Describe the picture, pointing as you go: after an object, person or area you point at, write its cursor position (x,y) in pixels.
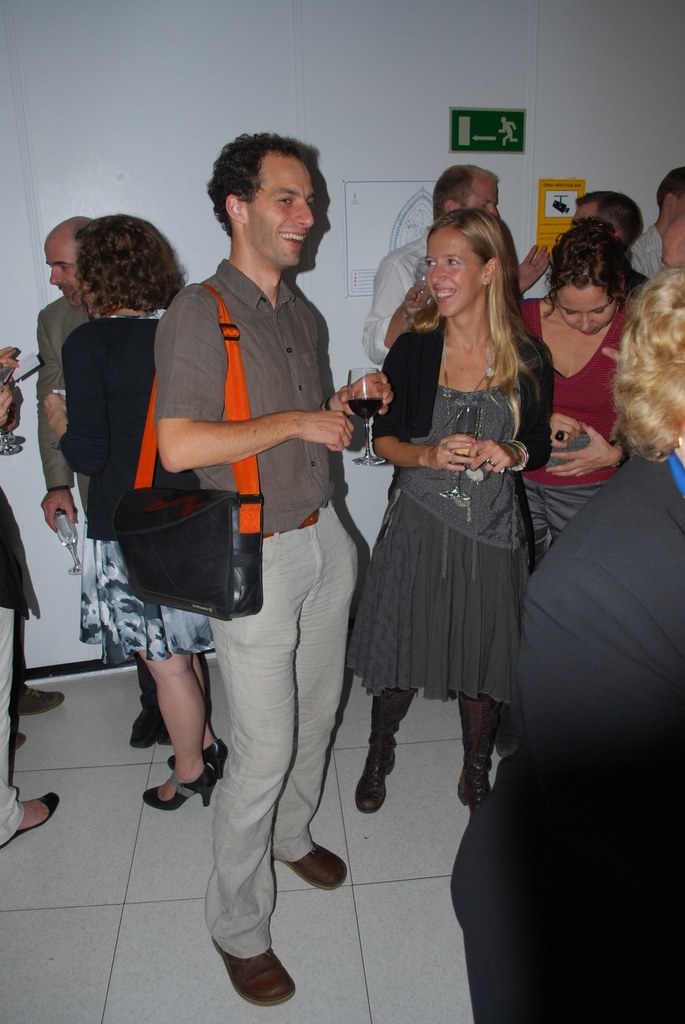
In this image I can see the floor (174,891), number of persons (366,616) standing on the floor (116,891), few persons (426,428) holding glasses (462,496) in their hands (59,506) and the white colored wall (102,125). I can see few boards (509,122) attached to the wall (466,74).
